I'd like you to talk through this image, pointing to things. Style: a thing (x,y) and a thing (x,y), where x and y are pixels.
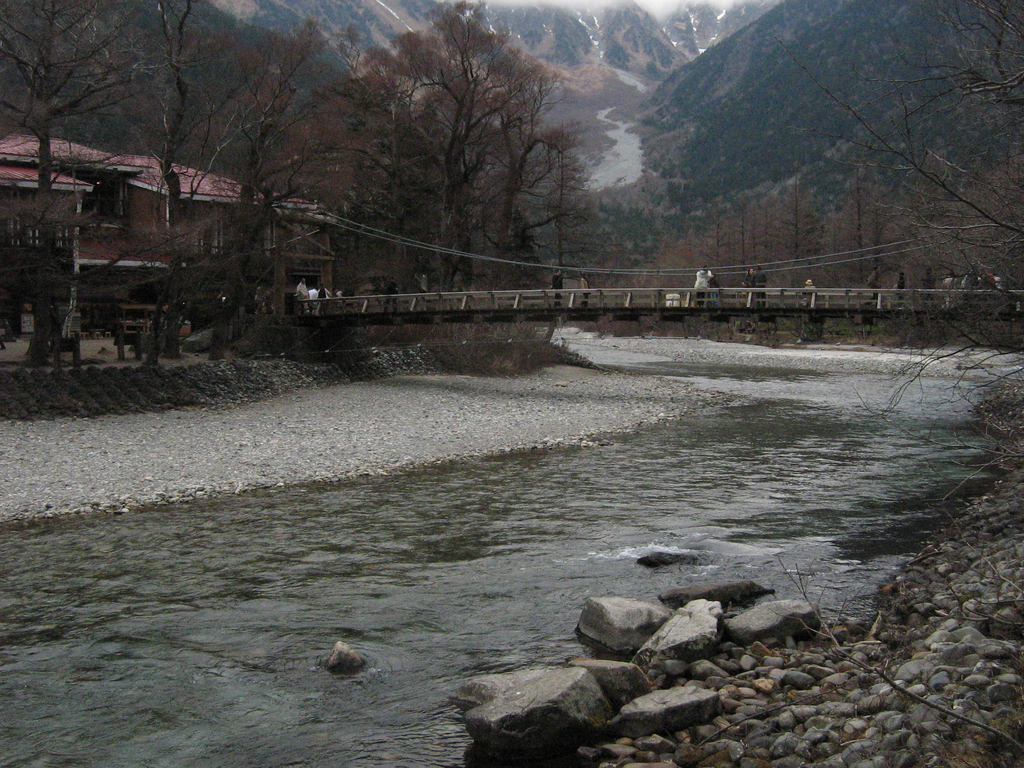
On the right side (881,624), there are a tree (1018,143) and stones (846,687) on the ground (877,726). Beside them, there is water (730,367) of a river (744,381). In the background (655,249), there are trees (63,128), buildings (196,229) and there are mountains (774,25).
